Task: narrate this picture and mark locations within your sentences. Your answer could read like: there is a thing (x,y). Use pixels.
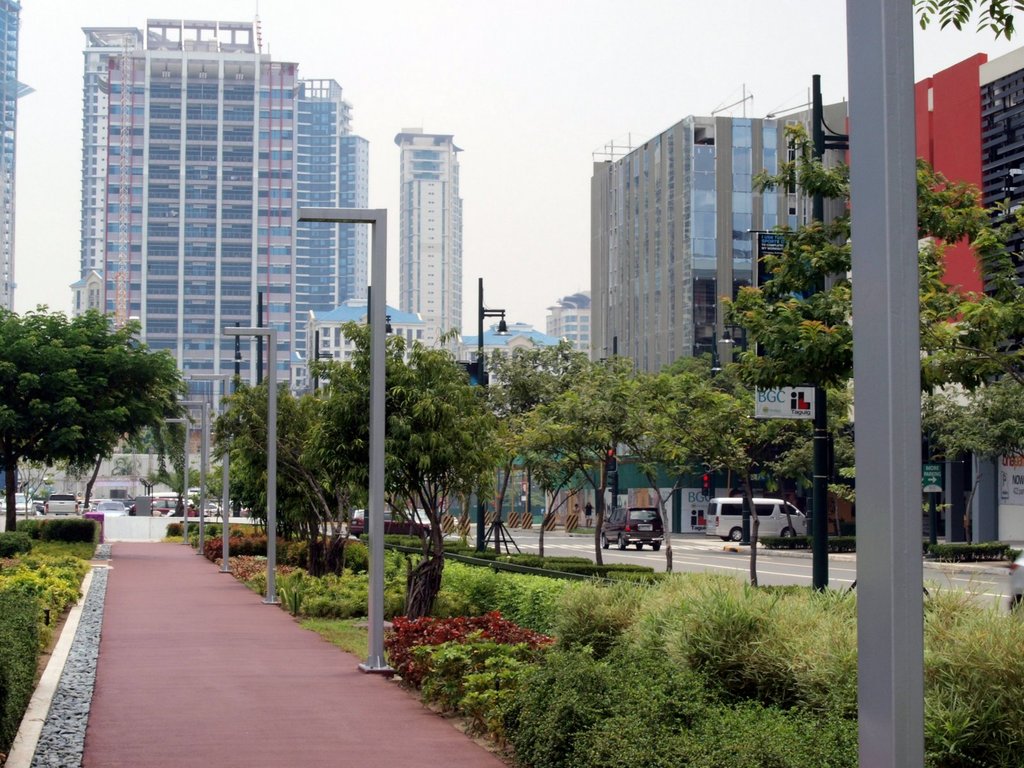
In the image there is a road (691,546) and some vehicles (644,521) are moving on the road (649,565), beside the road (658,559) there is a garden (322,590) with a lot of trees (296,506) and plants (69,537), there are few plants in between those trees (286,427) and in the background (164,121) there are plenty of buildings (195,184) and towers (437,275).
